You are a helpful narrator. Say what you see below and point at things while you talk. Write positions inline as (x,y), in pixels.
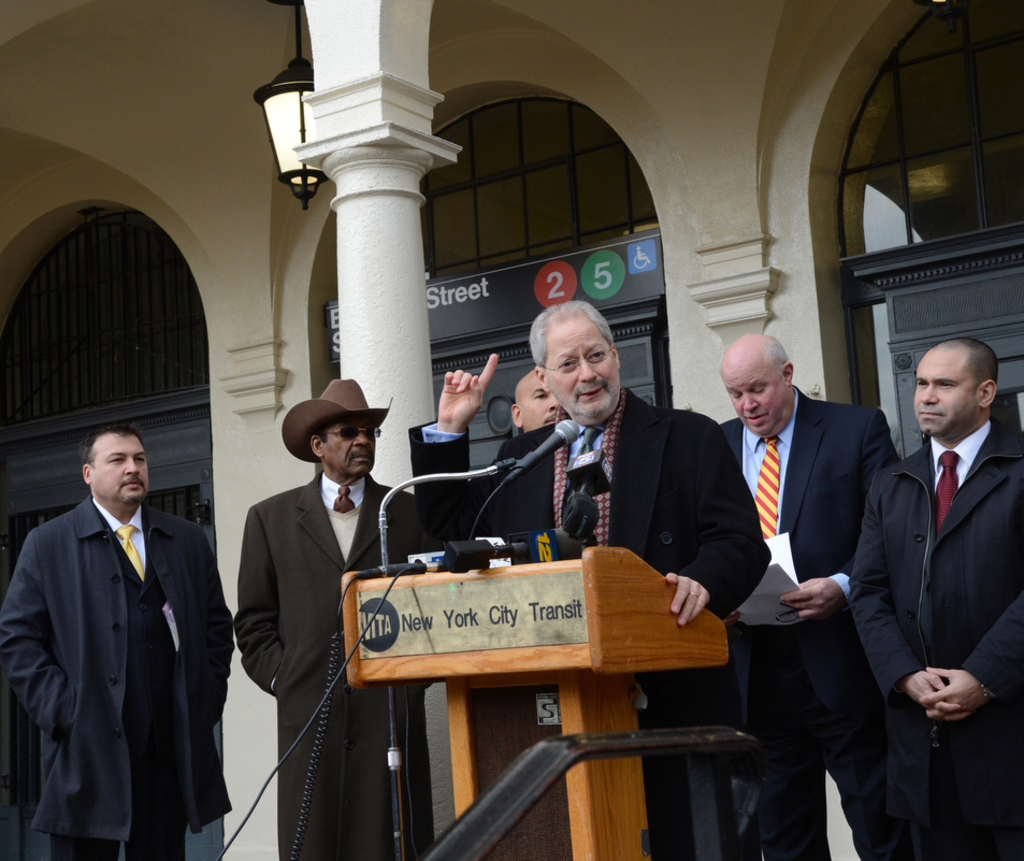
In this image we can see a person (431,460) standing near a podium (455,774). In the background of the image (794,479) there are people (831,435) standing. There is a building (295,41) with pillars (353,294). There is a board (602,281) with some text (452,288).
